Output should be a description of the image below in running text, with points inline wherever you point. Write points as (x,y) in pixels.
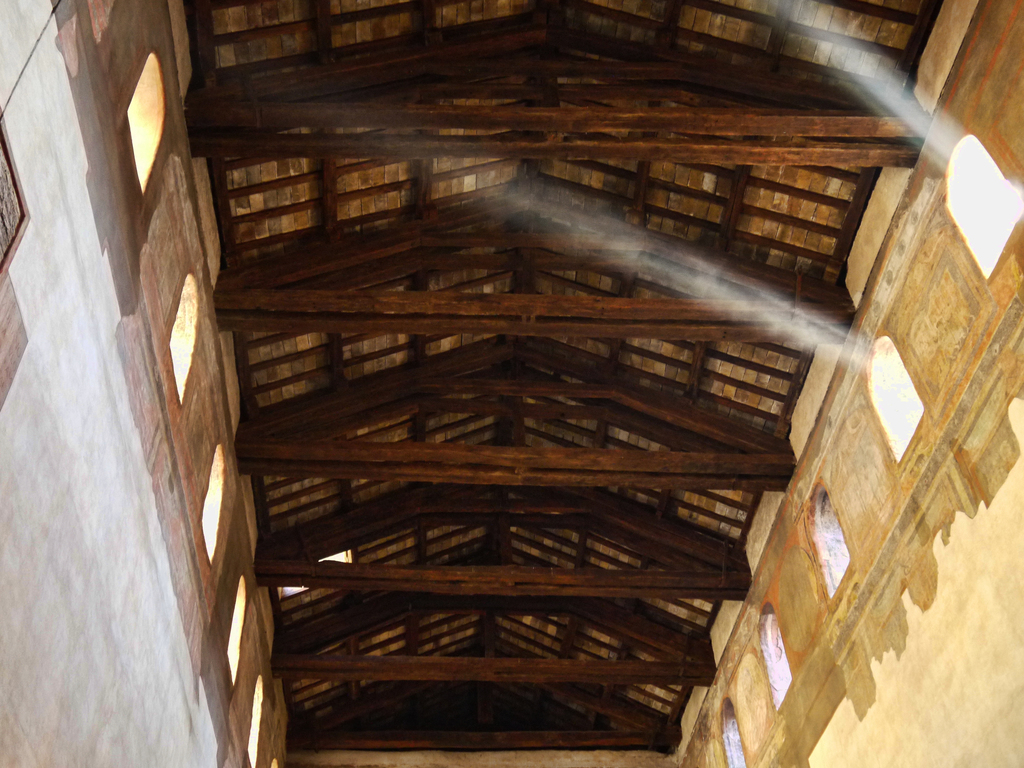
In this picture we can see the rooftop (602,146) of a room (516,285). The roof top (473,139) is made of wood (435,272) and beams (627,330).
